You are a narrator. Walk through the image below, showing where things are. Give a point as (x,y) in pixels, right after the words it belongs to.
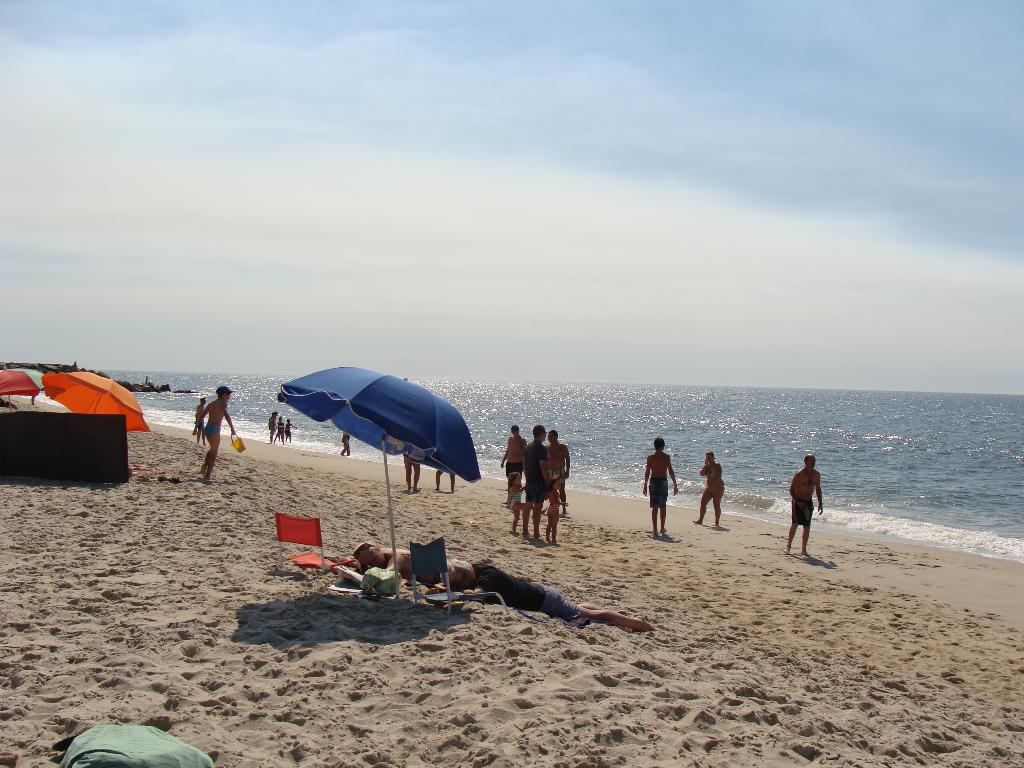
This image is taken outdoors. At the top of the image (112,238) there is the sky (761,334) with clouds (876,271). At the bottom of the image (383,719) there is a ground (128,712) with sand (575,751) on it. On the right side of the image (851,466) there is a sea (873,476) with water (907,469) and waves (901,526). In the middle of the image (403,426) there are three umbrellas (55,379). Two people (475,576) are lying on the ground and there are a few things (290,558) on the ground (632,555). Many people (552,470) are standing on the ground (612,545) and a few are walking.
